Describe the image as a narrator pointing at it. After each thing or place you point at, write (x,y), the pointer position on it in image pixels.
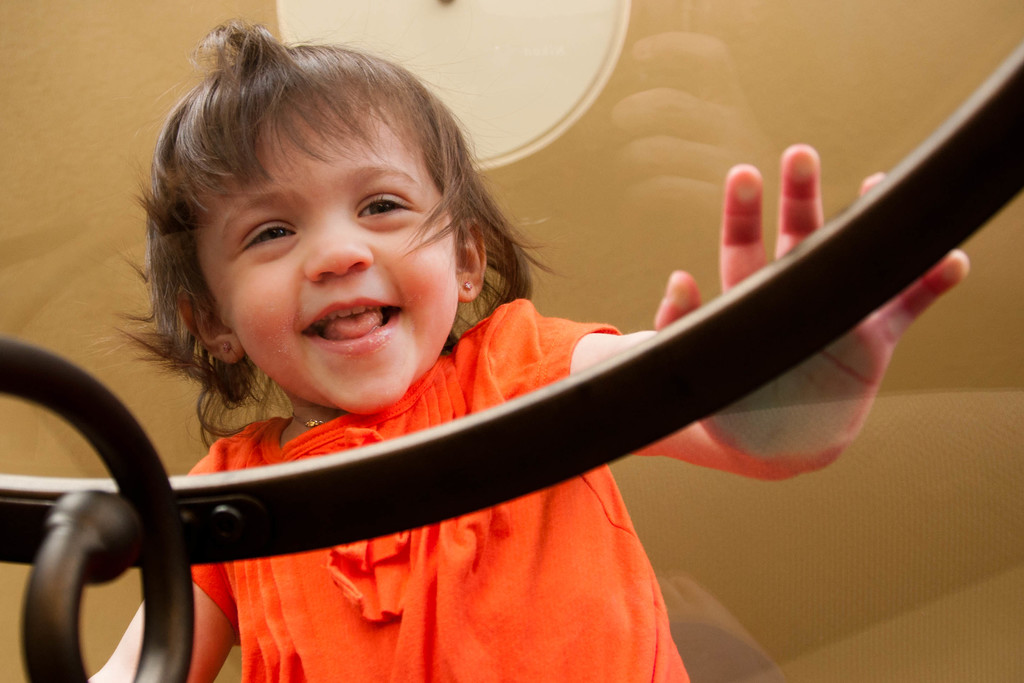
In this picture there is a girl (570,617) who is wearing orange color dress (595,614). She is touching to the glass table (872,136). On the top (431,23) there is a light (475,54).
